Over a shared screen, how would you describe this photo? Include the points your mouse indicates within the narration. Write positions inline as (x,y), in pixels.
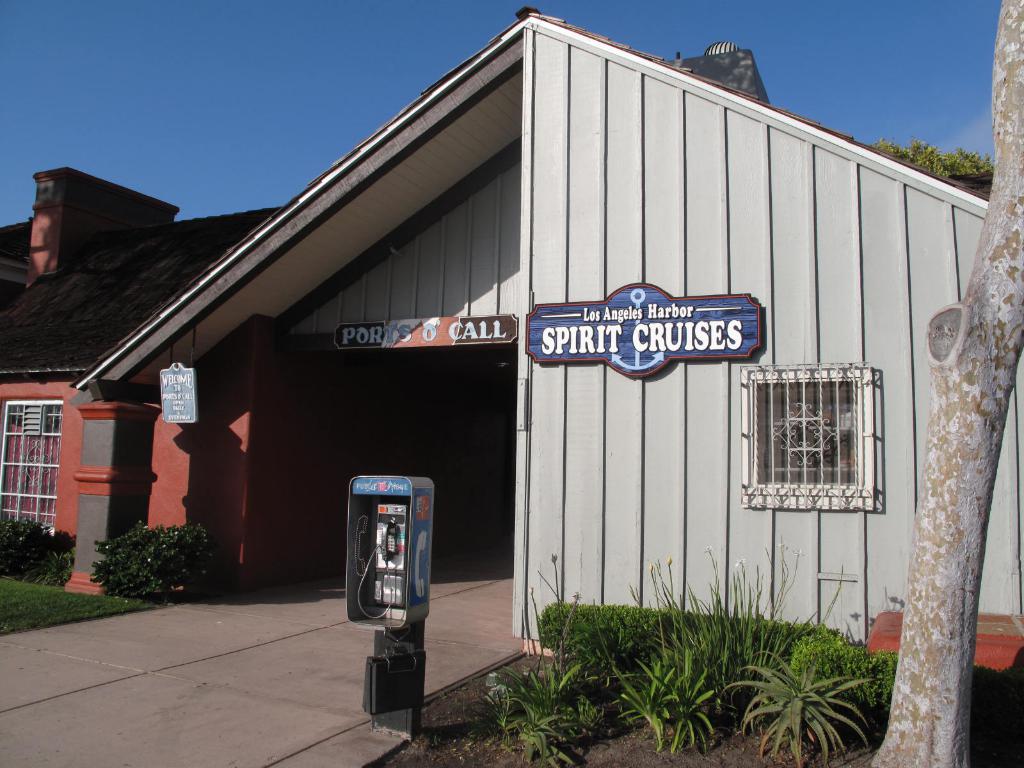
In the picture there is a house (410,261) in the center of the image (651,491) and there are plants (610,625) on the right (746,685) and left side of the image (129,583), there is a pay phone (405,499) in the center of the image (398,486).
